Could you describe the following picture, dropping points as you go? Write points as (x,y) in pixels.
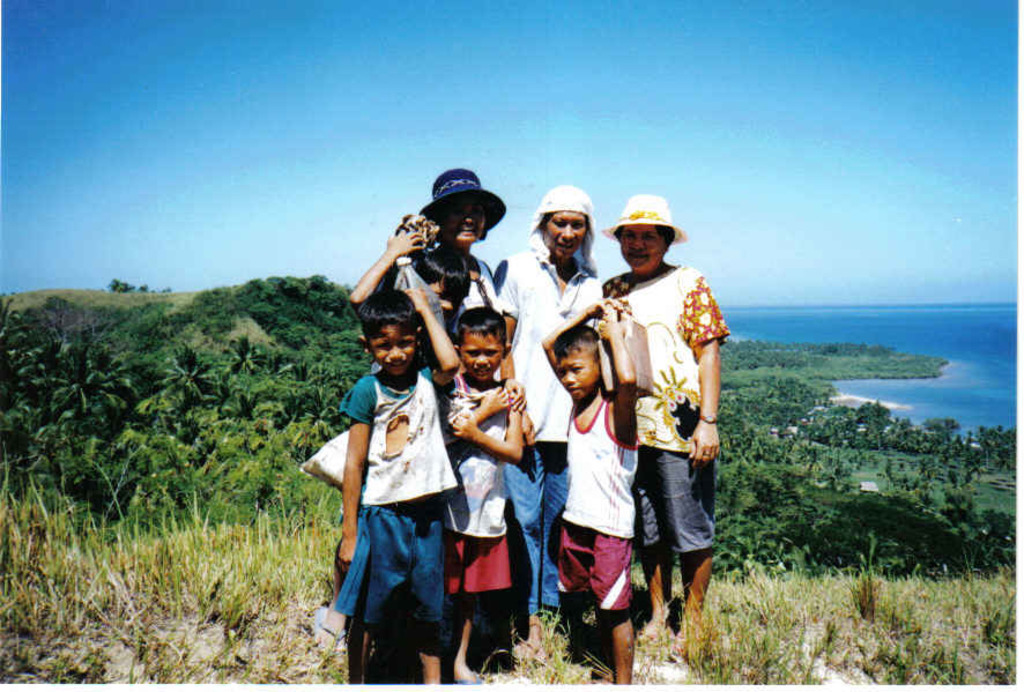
In this image we can see a group of people (501,399) standing in the ground (778,614) and in the background (202,374) there are few trees (769,373), water (982,386) and sky (470,133).
